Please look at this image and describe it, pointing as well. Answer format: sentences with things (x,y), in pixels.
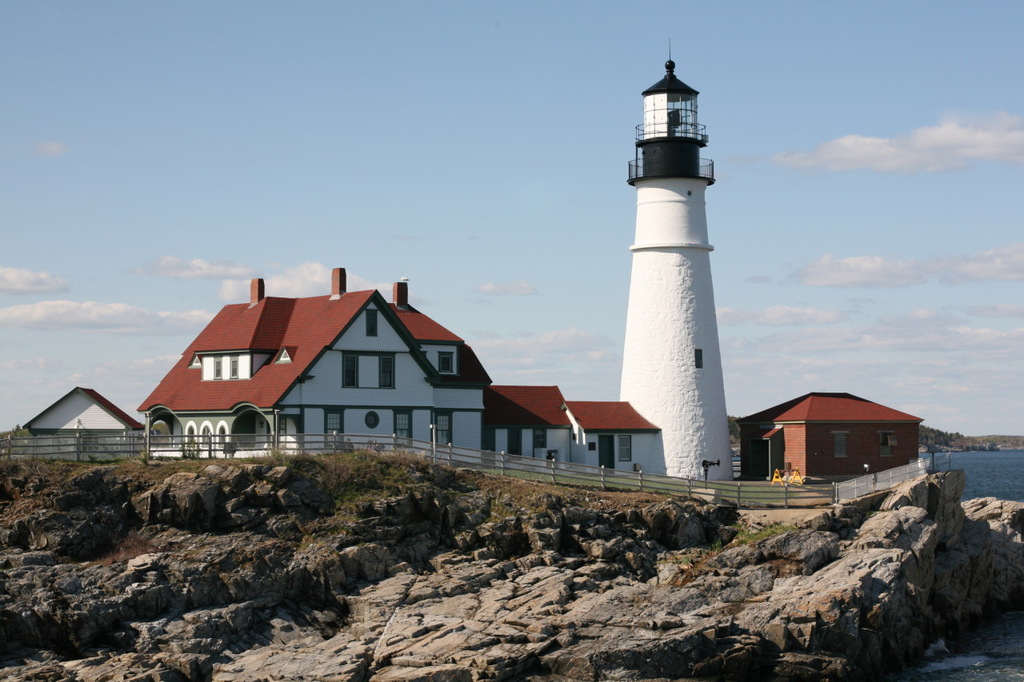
In the center of the image (624,354) we can see light house (670,311) and houses (592,428). At the bottom of the image (31,570) we can see fencing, water (990,653) and stones (843,541). In the background (451,216) we can see water (976,466), sky (897,301) and clouds (972,326).
